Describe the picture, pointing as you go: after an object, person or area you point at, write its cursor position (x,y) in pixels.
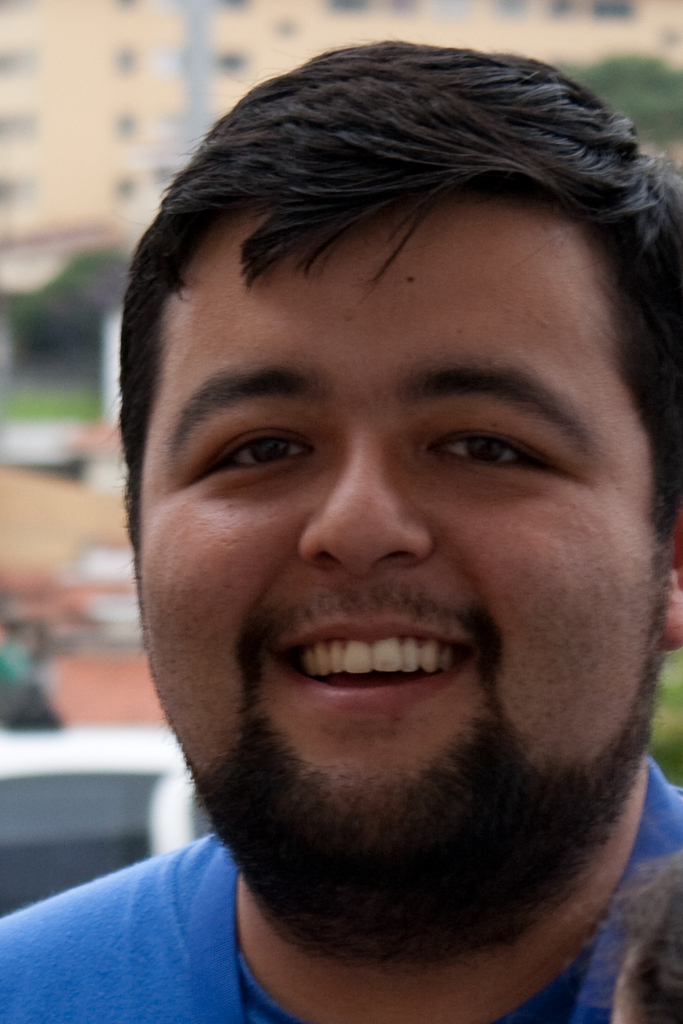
In this image in the front (418,718) there is a person (388,743) smiling and in the background (113,469) there are buildings (186,53), trees (652,82).
